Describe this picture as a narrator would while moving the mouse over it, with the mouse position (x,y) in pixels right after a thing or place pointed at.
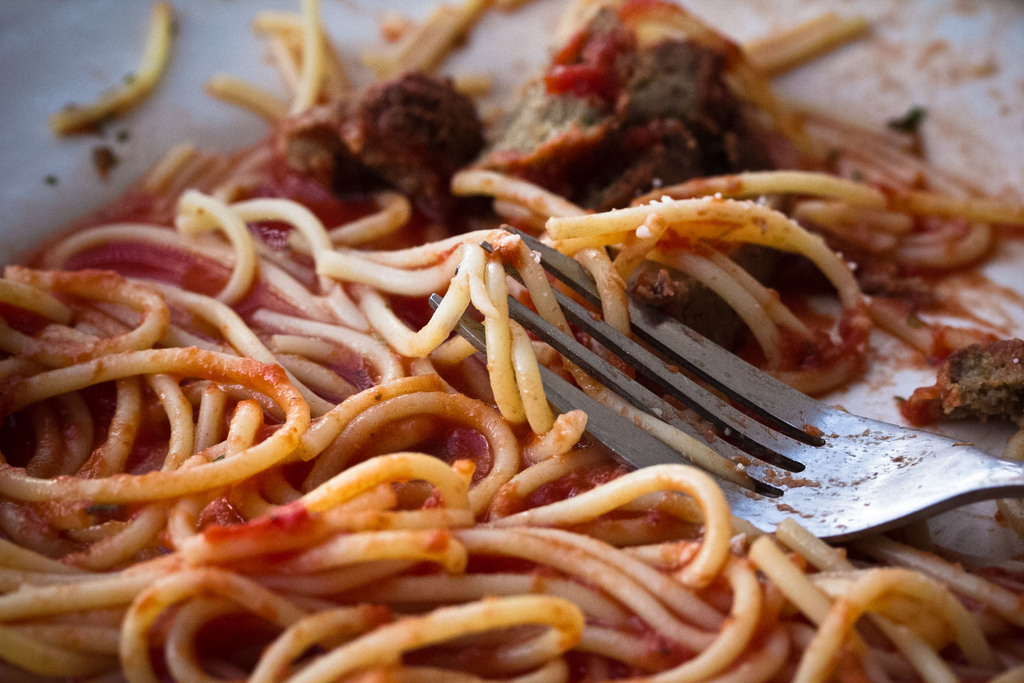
In this picture, there are noodles (558,420). Towards the right (852,480), there is a fork (926,512).
